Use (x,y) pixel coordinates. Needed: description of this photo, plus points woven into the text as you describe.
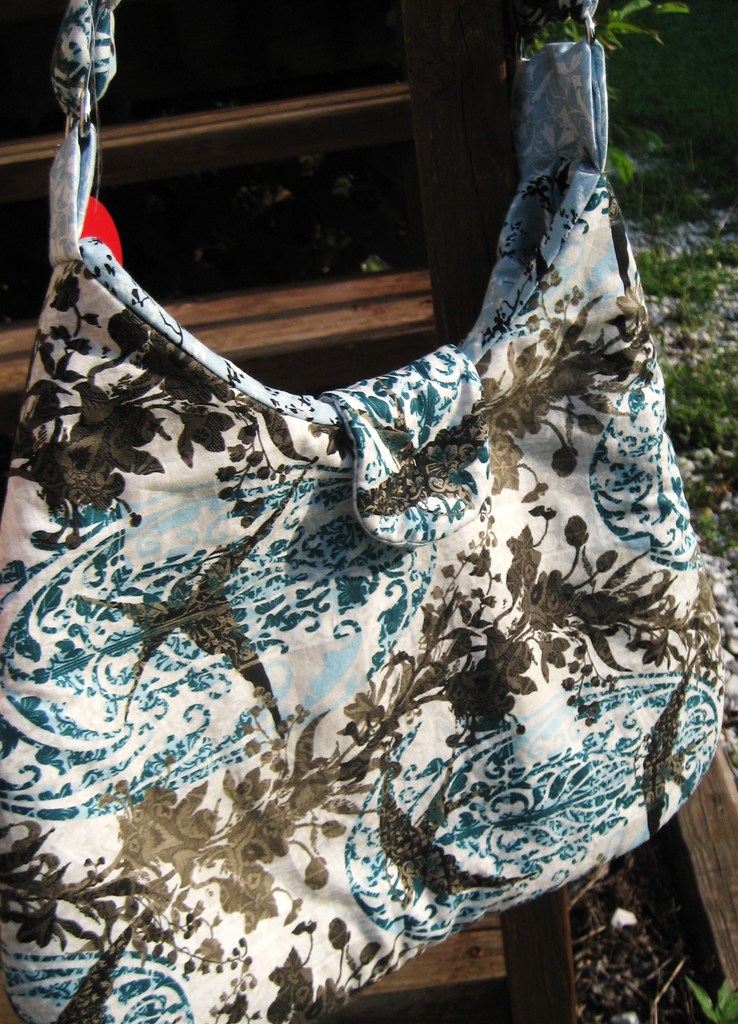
In this image I can see a handbag (575,400) of white color.
